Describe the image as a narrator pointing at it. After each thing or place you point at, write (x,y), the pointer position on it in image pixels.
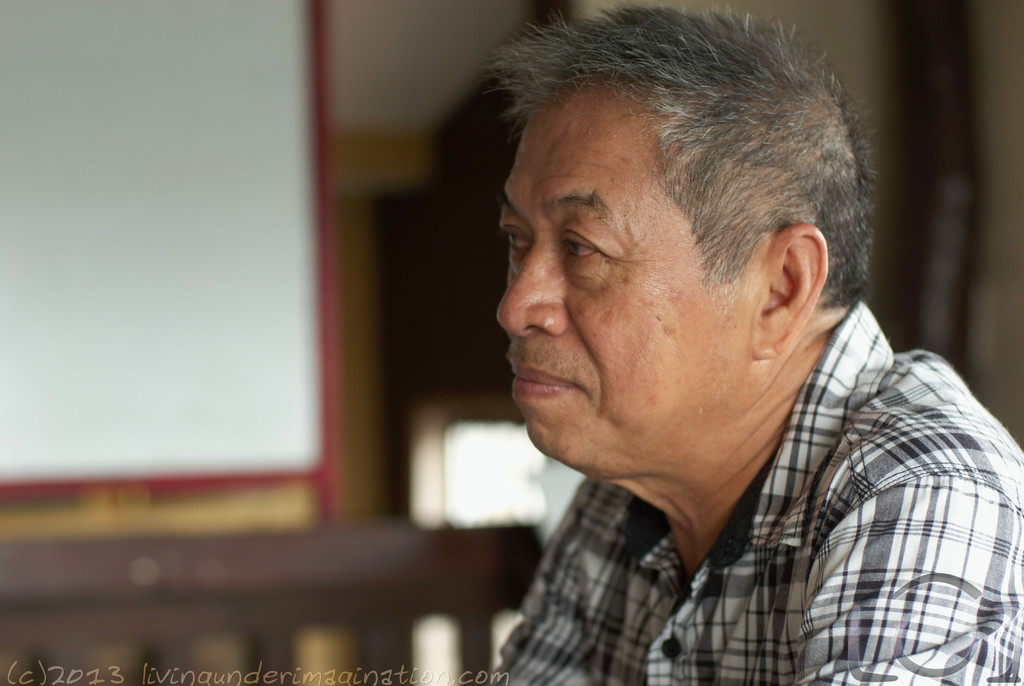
There is a man (579,406) wore shirt (699,650). In the background (227,70) it is blur. In the bottom left side of the image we can see watermark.
